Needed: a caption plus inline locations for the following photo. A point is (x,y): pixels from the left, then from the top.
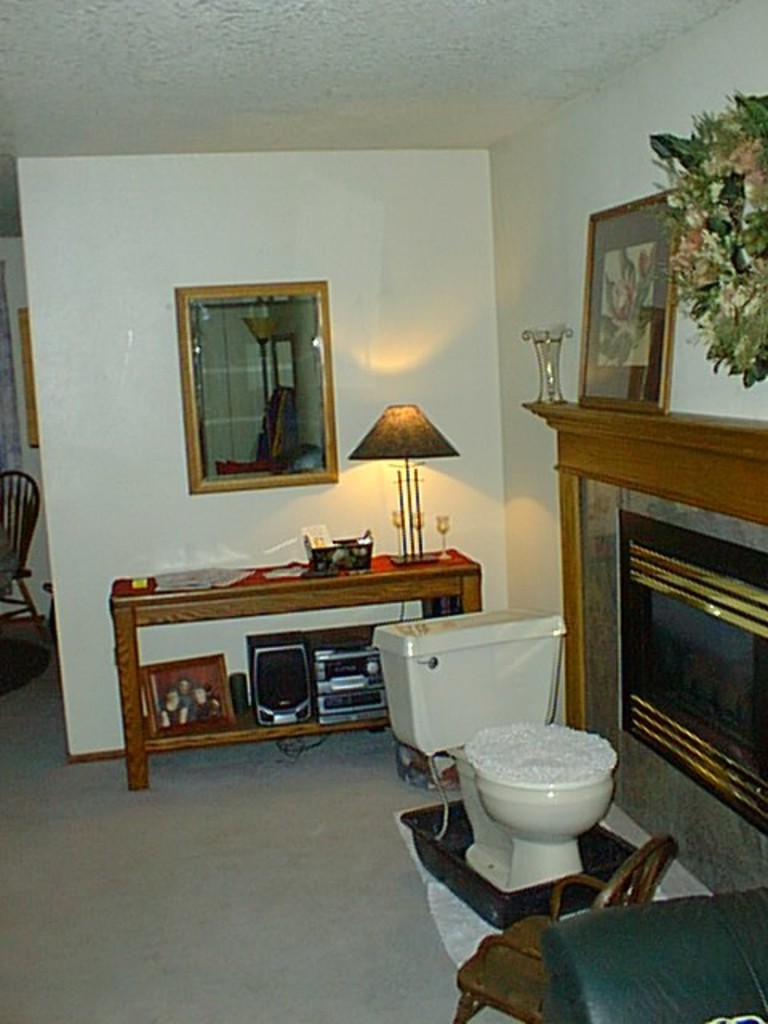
In this image i can see a chair (506,975), a toilet (505,857) on a tub (477,902) and at the right side (620,284) there is a flower vase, a frame (614,295) on a wooden shelf (700,428), at the back ground (422,423) there is a lamp (405,442), a papers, and a deck (303,687) on a table (326,583), there is a mirror (266,441) attached to a wall (340,249).
